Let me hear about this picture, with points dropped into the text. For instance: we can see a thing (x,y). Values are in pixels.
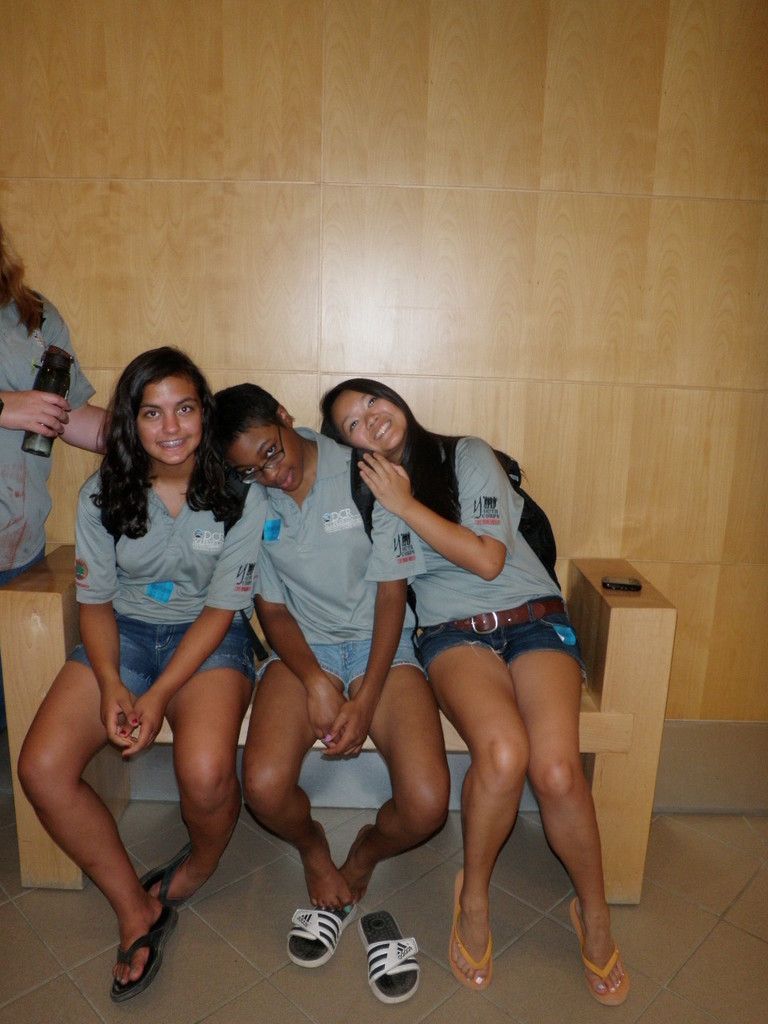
In this image I can see group of people (355,728) sitting. In front (377,621) the person (343,552) is wearing gray shirt (353,594) and blue color short (369,653), background (38,197) I can see the wooden wall (329,153) and the wall (276,232) is in brown color.
